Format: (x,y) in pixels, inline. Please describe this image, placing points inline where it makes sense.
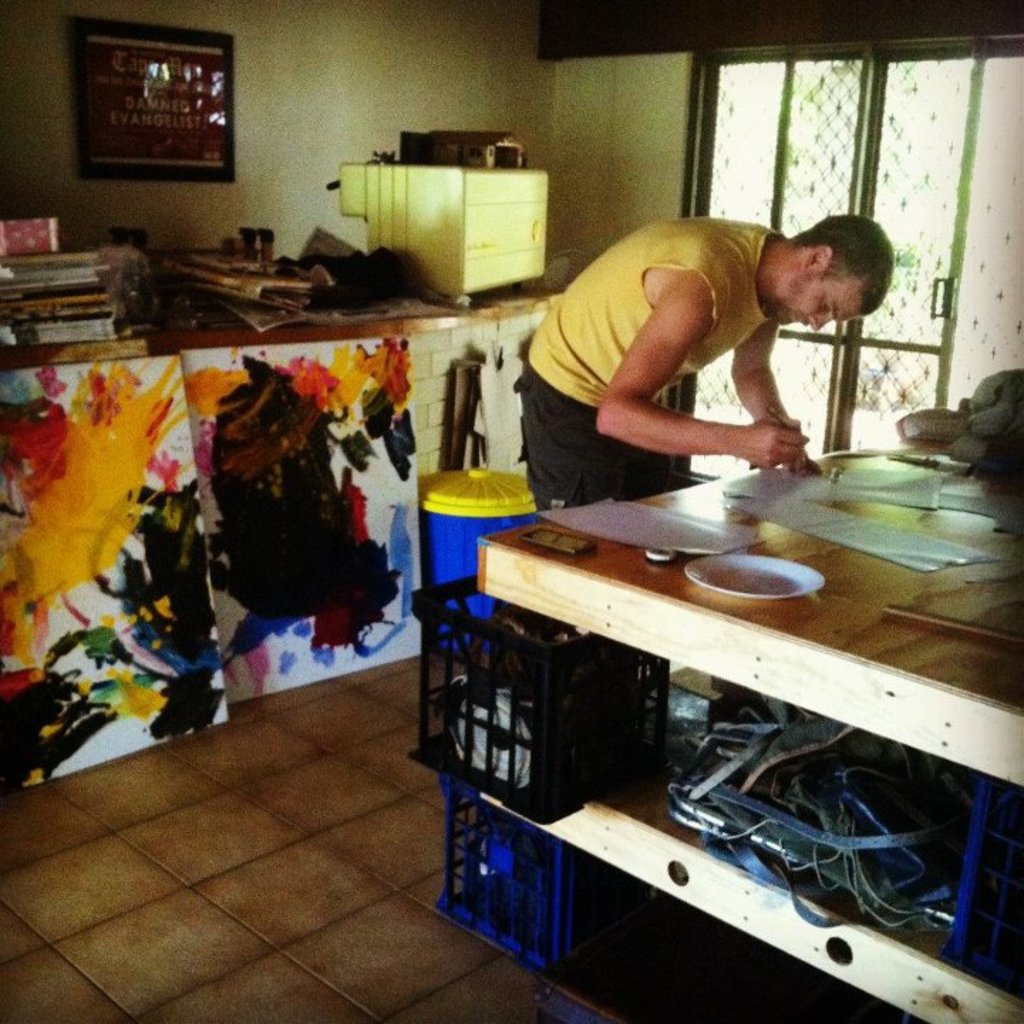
in the picture there is a room (879,13) in that room (790,372) a person (772,374) is doing something, in front of a person (748,445) there is table (829,560), on the table (893,594) there are different items (880,544).
